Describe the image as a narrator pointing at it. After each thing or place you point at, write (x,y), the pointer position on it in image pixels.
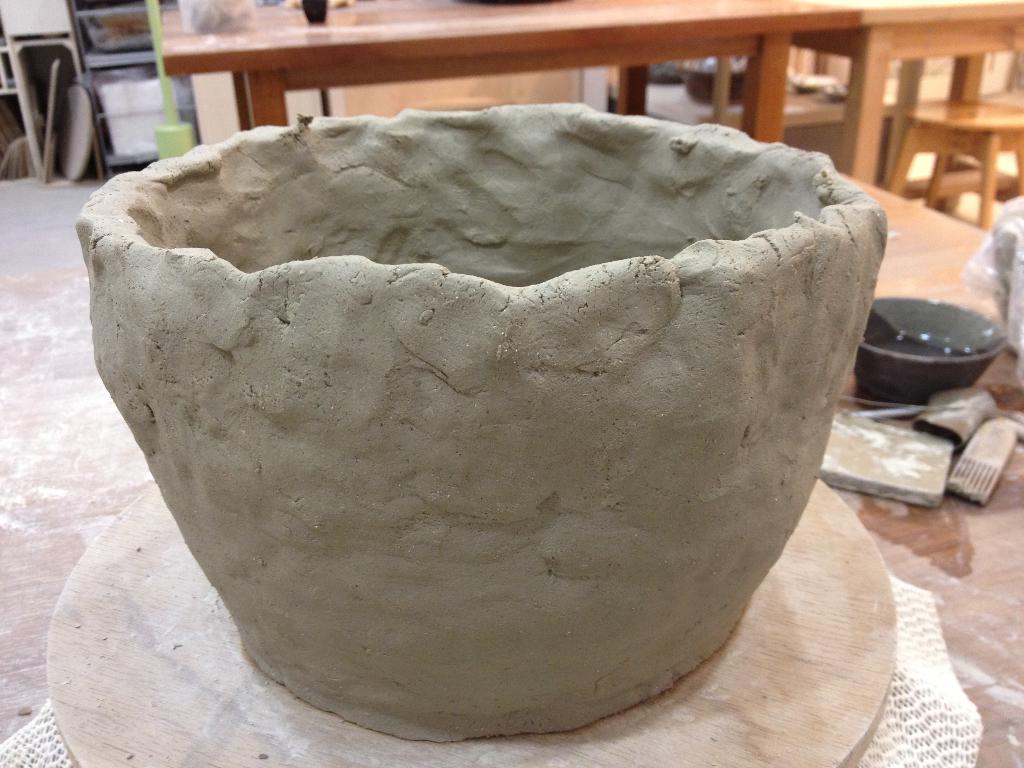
In this image there is a product (568,390) which is made by clay (501,328) and at the right side of the image (915,391) there is a bowl (954,381).
